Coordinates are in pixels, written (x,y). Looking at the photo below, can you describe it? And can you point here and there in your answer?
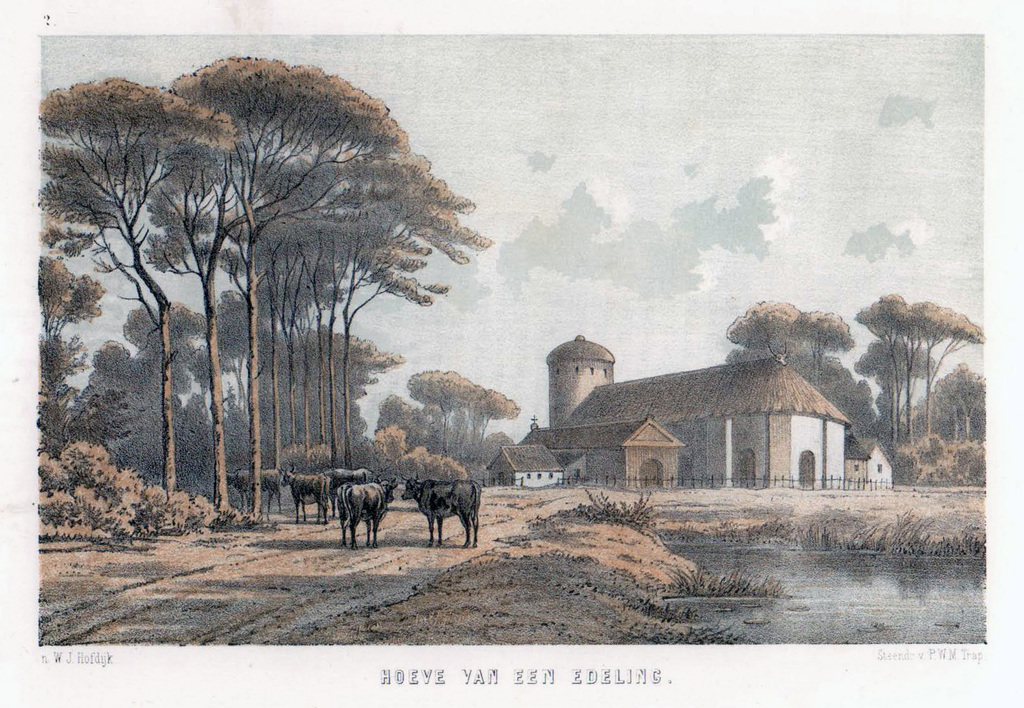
This image consists of a painting (710,529). On the left side (326,492) there are few animals (464,503) on the ground (355,611). On the right side (851,579) there is a pond (824,598). In the background (208,366) there are few houses (816,459) and trees (217,356). At the top of the image (729,179) I can see the sky (549,187). At the bottom of this image (475,676) there is some text (385,671).
